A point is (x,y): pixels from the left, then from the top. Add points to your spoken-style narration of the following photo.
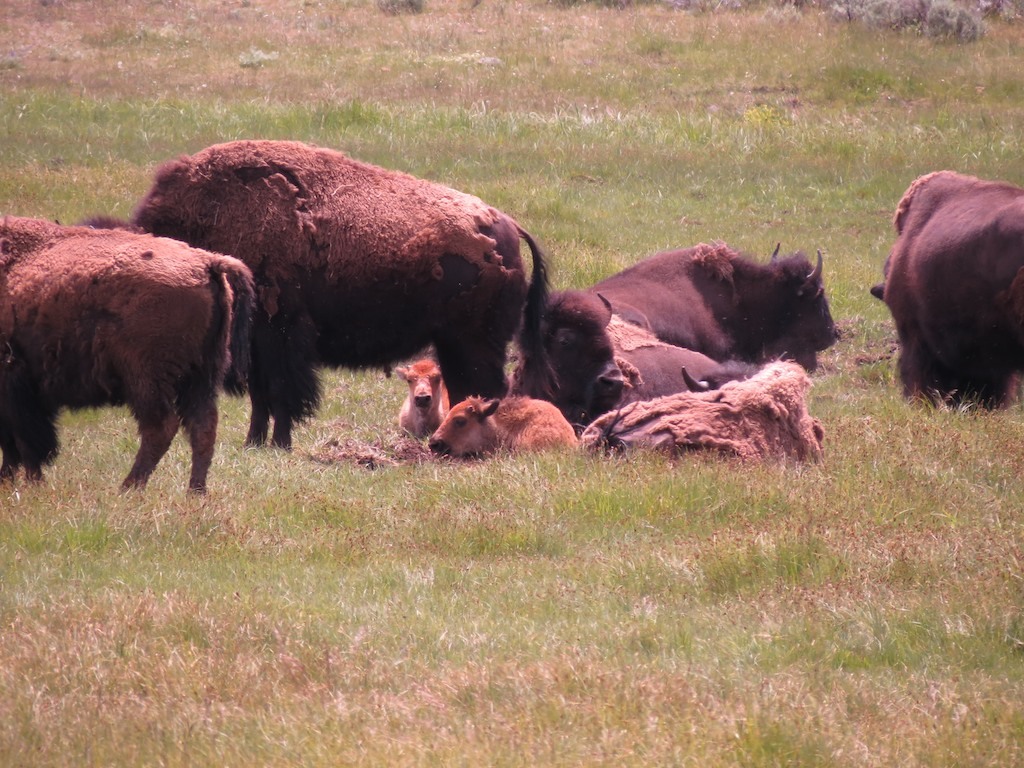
In the foreground of this image (85,308), there are animals (553,340) on the grass (479,561).
